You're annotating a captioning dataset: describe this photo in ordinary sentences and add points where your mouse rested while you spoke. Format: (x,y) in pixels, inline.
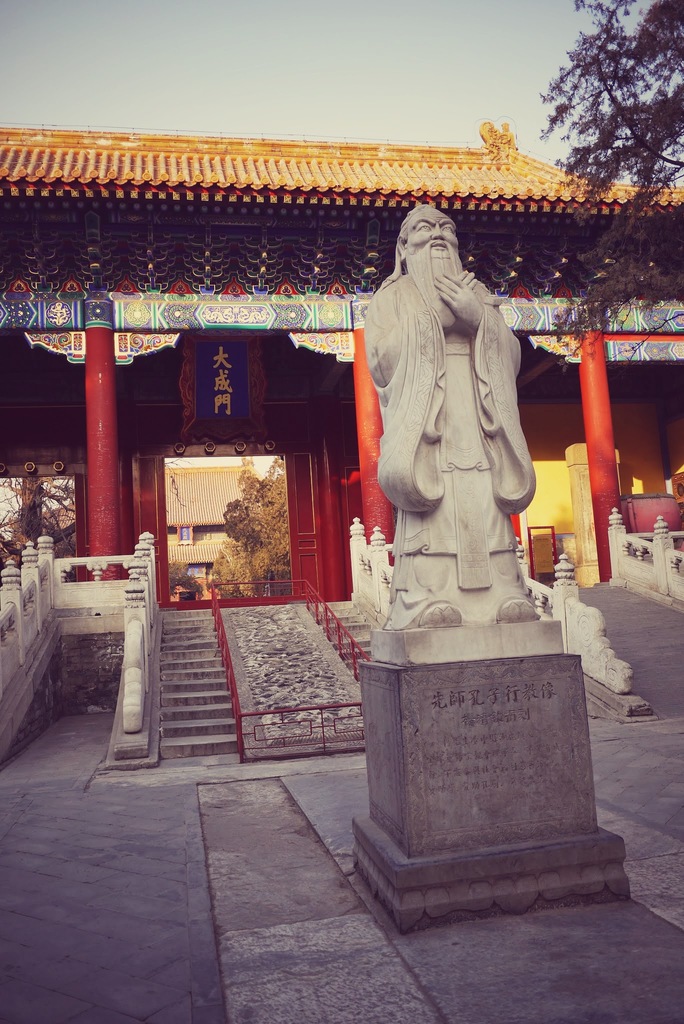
In this picture, there is a statue (431,215) towards the right (543,832). It is in grey in color. Behind it, there is an entrance (267,157) with roof-tiles (393,156), doors (139,487) and stairs (329,645). At the bottom (122,848) there are tiles (276,916). On the top right (636,86), there is a tree (683,222). On the top (246,65), there is a sky (124,95).
